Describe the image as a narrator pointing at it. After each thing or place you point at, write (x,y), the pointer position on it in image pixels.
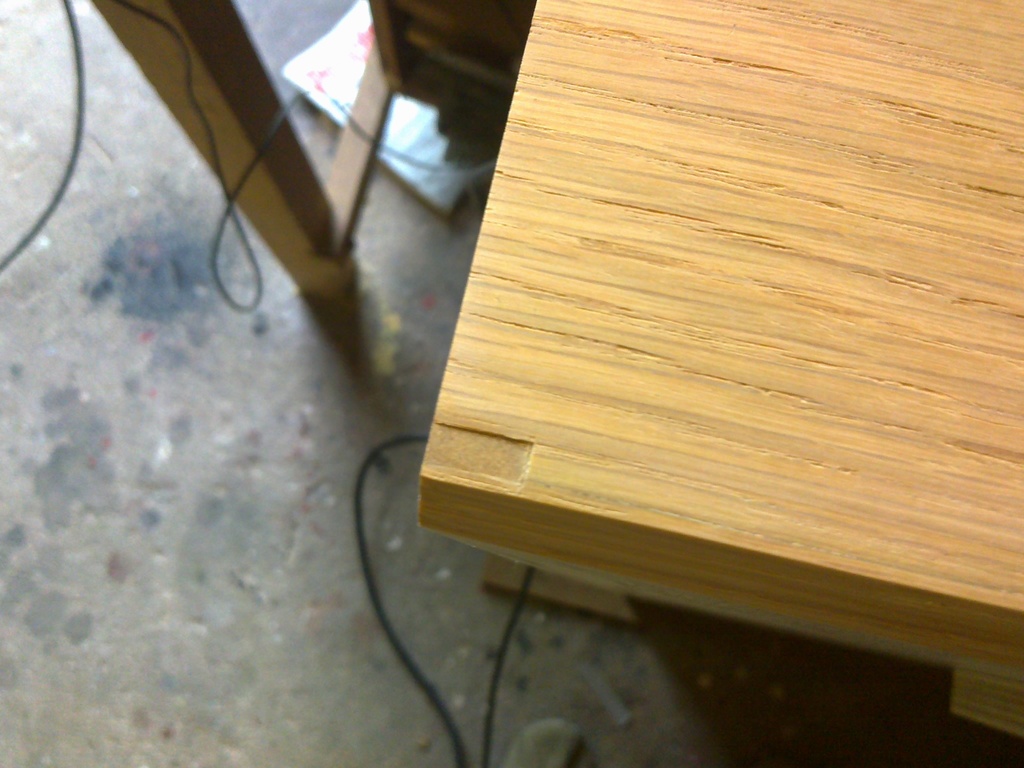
In this image there is an edge (473,482) of a wooden table (686,312) on the ground (300,534). To the left (118,499) there is the ground (225,532). There are cable wires (356,125) and papers (306,76) on the ground (40,94).
